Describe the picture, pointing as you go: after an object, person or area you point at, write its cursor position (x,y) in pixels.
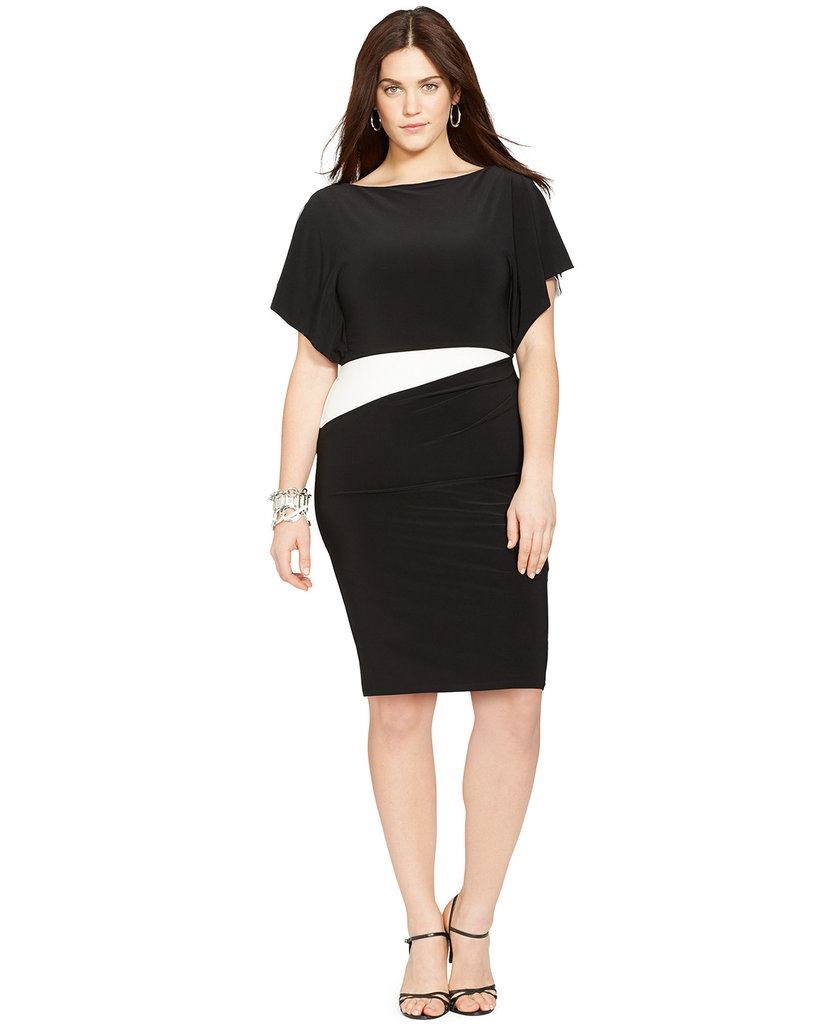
In this image we can see there is a person (414,652) standing. At the back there is a white background (148,496).
